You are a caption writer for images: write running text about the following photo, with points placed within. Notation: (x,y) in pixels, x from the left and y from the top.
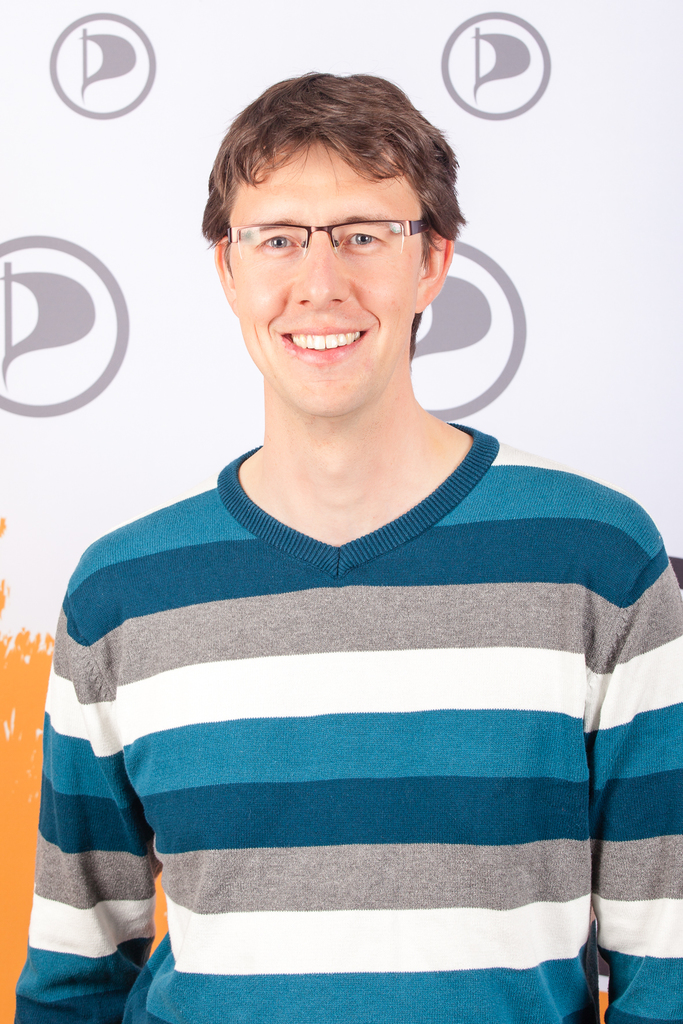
In this image we can see a person (453,641) smiling and wearing the spectacles (266,227), in the background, it looks like the wall (635,32).
